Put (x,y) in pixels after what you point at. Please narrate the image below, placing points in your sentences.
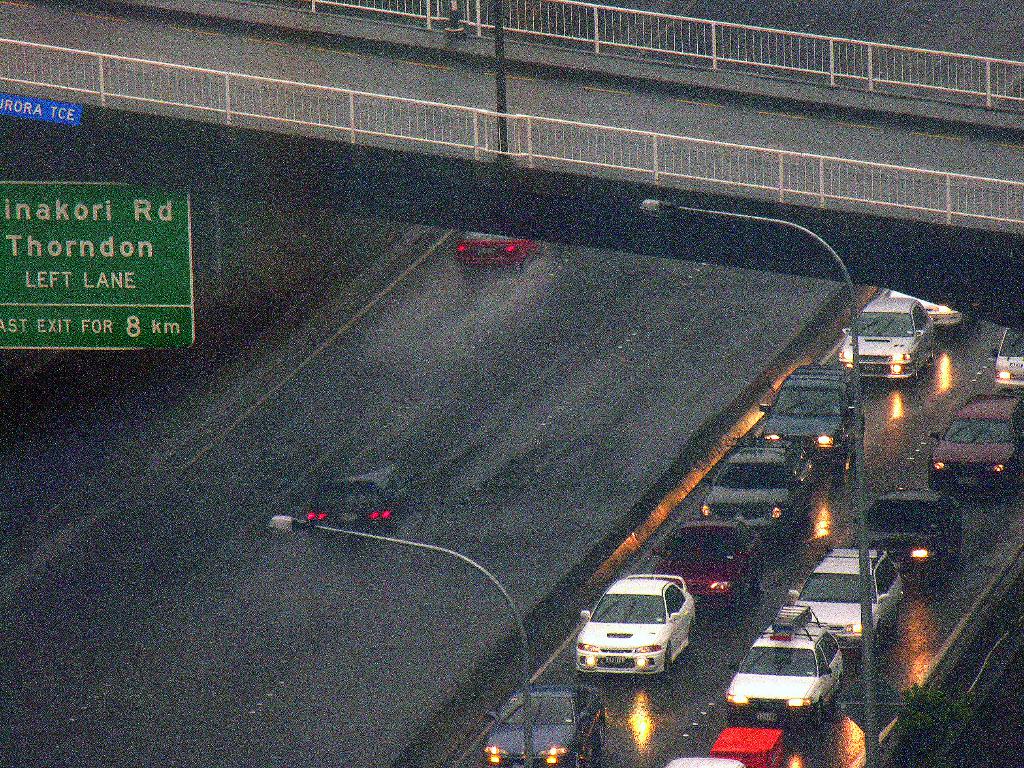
In this image I can see few vehicles (869,360), light poles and I can also see few boards (148,231) in green and blue color. In the background (780,152) I can see the railing (706,142).
